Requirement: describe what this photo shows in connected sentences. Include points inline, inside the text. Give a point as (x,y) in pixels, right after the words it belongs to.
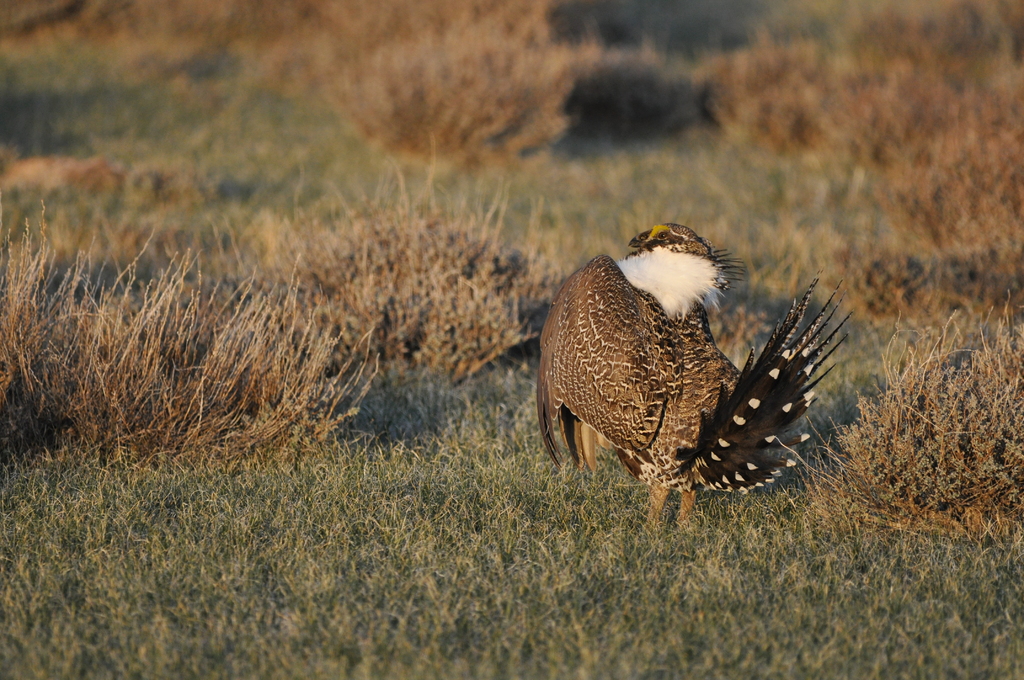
In this picture there is a bird (667,325) with brown and black color. At the bottom (332,555) there are plants (379,244) and there is grass (69,190).
